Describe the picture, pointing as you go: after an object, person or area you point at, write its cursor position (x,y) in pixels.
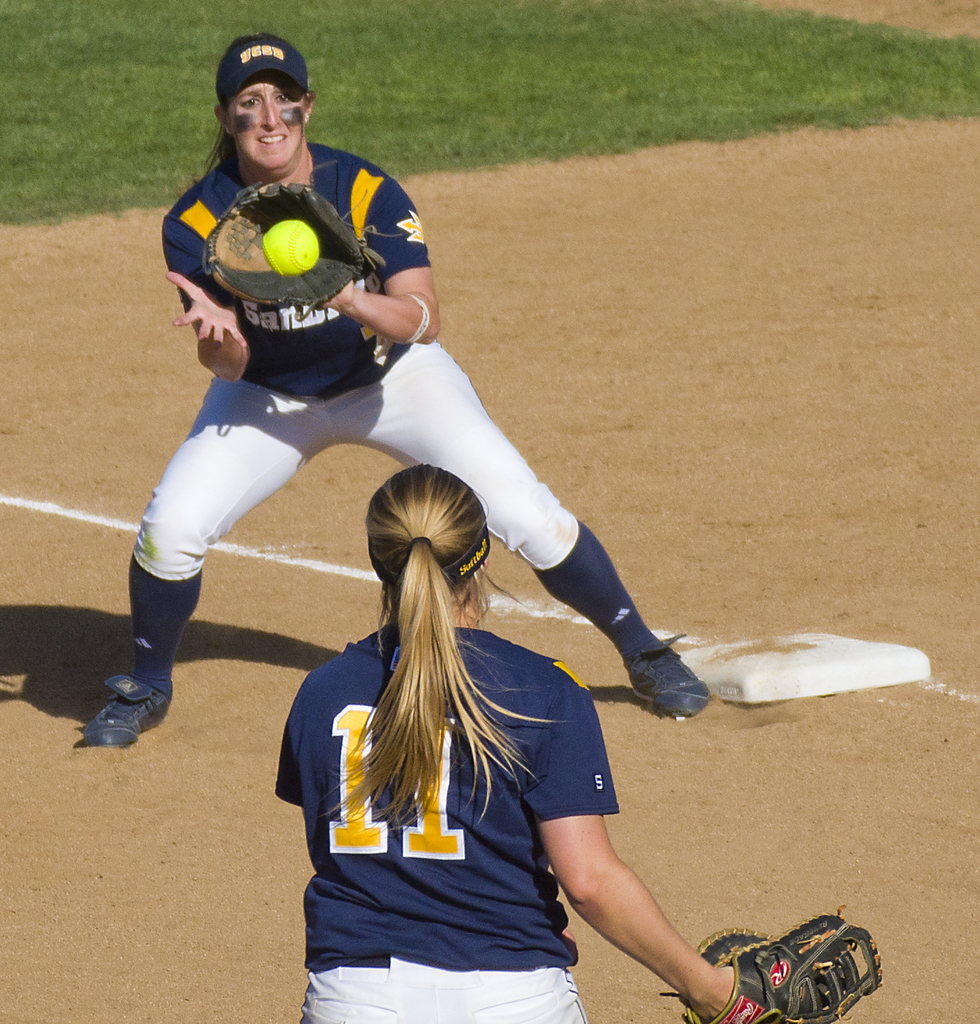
In this image I see 2 women (401,428) who are same jersey (356,340) and I see that this woman (354,195) is wearing a cap (255,52) on her head (279,146) and I see that both of them are wearing gloves (297,275) on their hands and I see the green color ball (298,241) over here and I see the ground (457,276) on which there are white lines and I see the green grass (413,75) over here.
